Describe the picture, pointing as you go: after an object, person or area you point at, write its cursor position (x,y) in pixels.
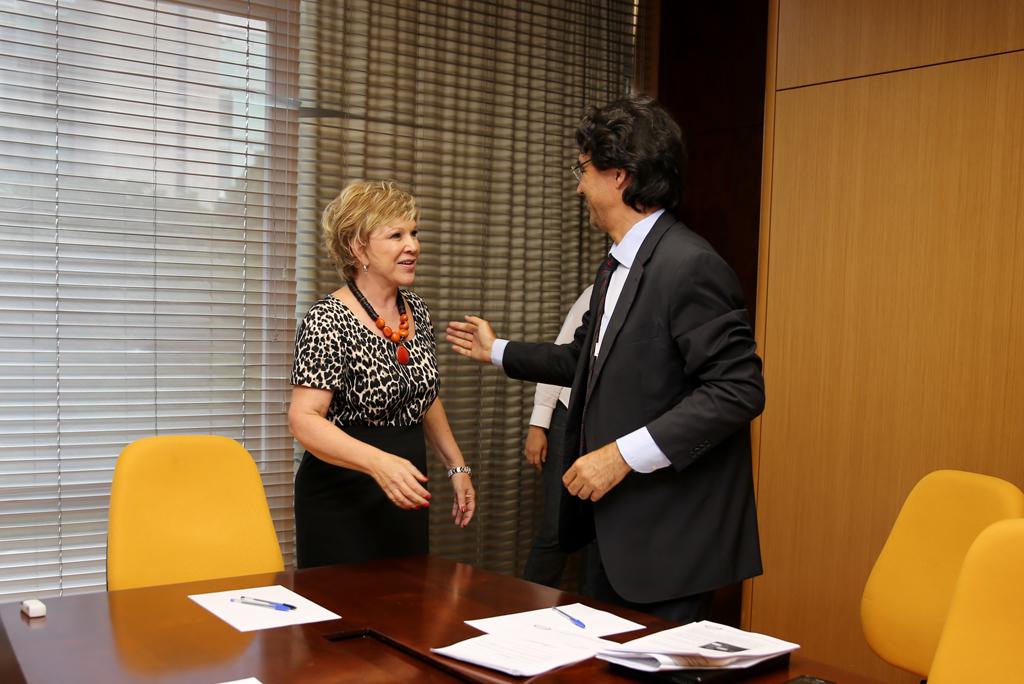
In this image i can see a man (633,390) and a woman (346,357) standing, i can see a table (430,632) and few papers (274,627) on it and chairs (225,558) around the table (244,635). In the background (452,143) i can see window blind (253,144), wooden wall (903,202) and another person (558,414) standing.
